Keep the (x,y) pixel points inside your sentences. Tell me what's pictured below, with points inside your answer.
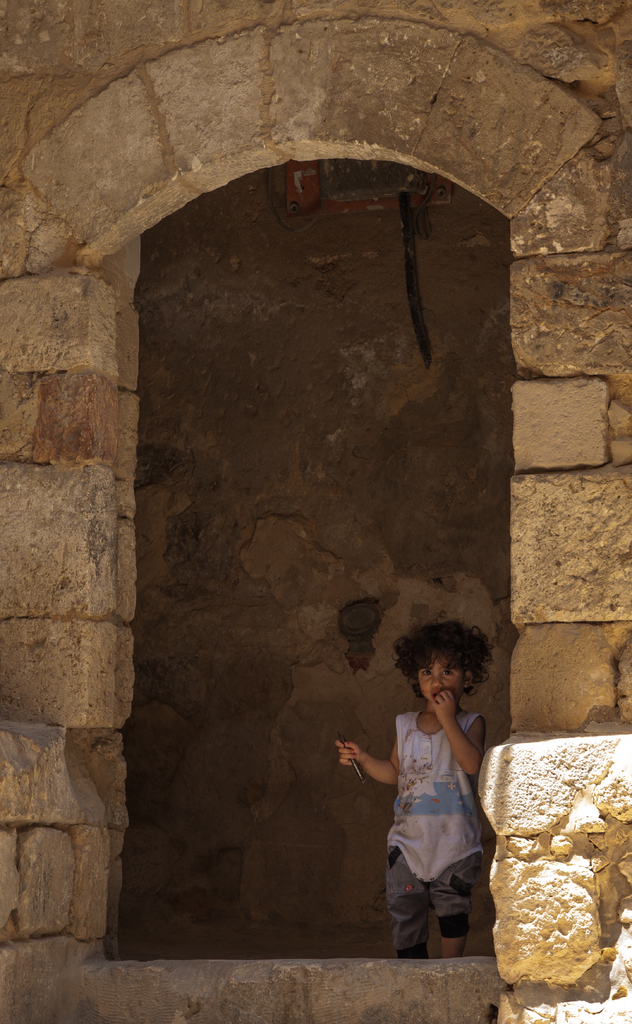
In this picture there is a boy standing and holding the object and there is an object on the wall (354,279).
